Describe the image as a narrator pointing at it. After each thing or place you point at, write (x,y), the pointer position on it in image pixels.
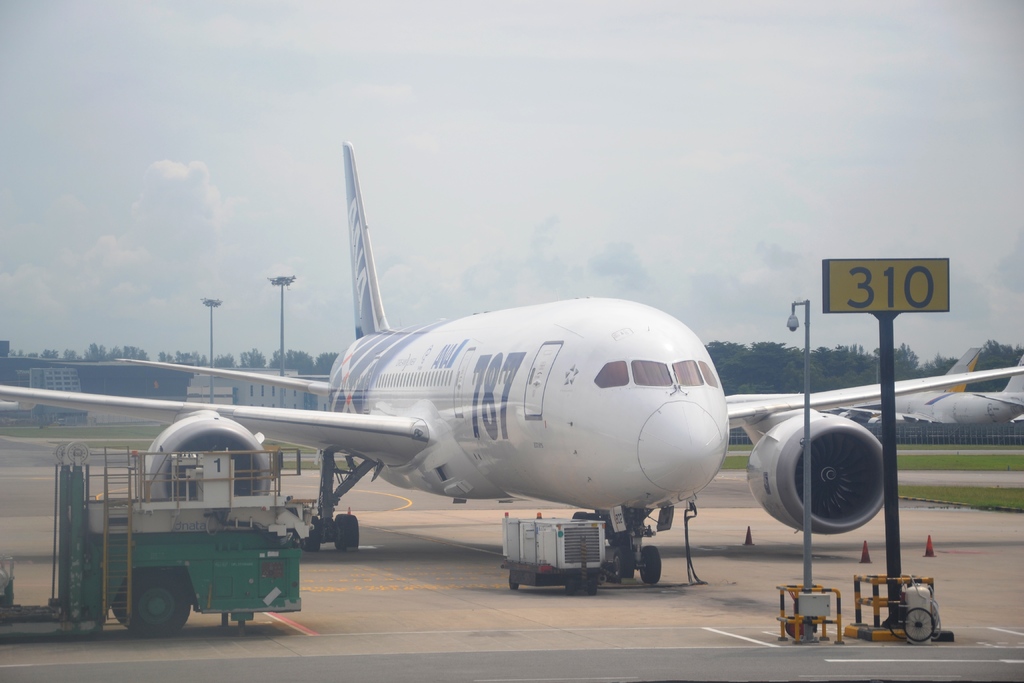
In this picture we can see an airplane (327,526) on the runway (449,586), here we can see trucks (281,545) and in the background (202,291) we can see trees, sheds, sky (149,326).
